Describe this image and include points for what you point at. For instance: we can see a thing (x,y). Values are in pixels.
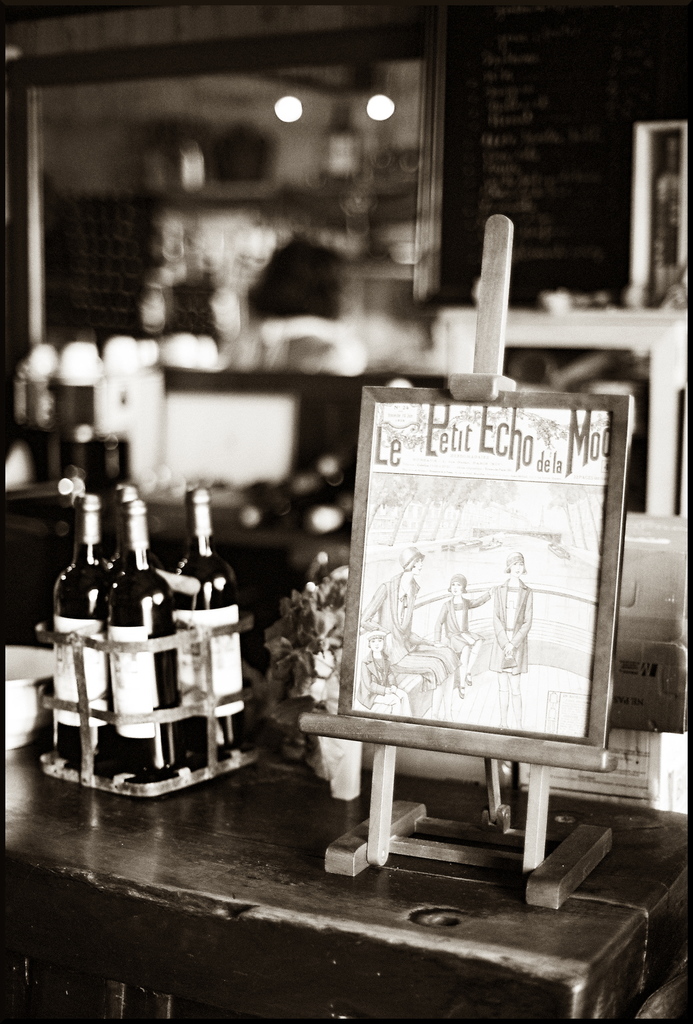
In this image I can see a sketch (469,432) in a frame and here I can see few bottles (103,614).
